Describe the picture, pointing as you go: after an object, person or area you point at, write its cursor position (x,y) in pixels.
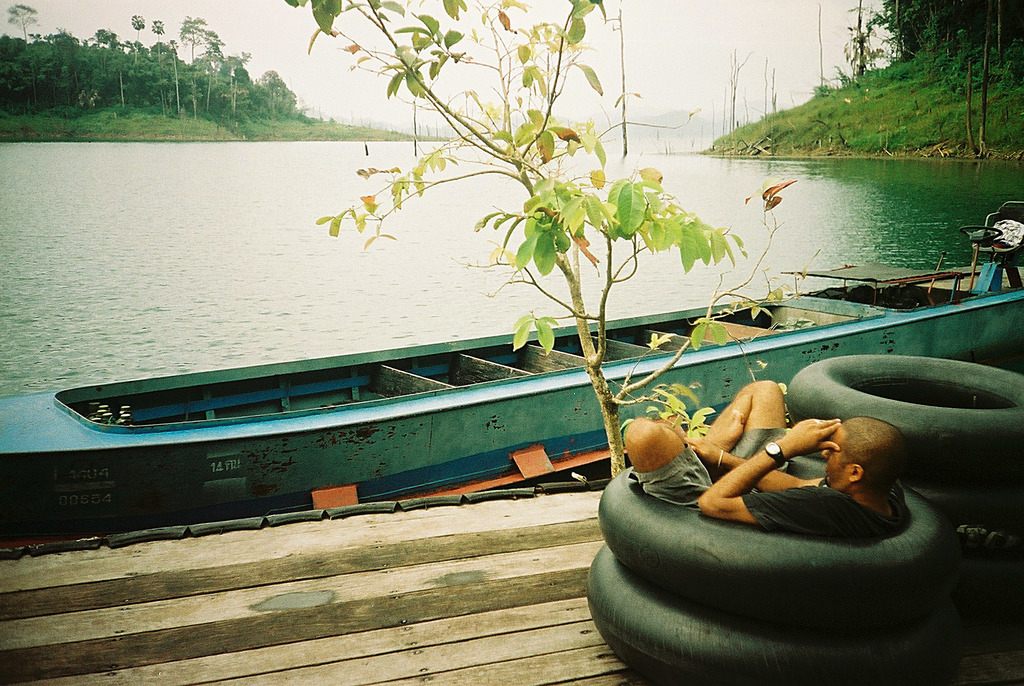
In this image I can see a tree (525,263), few black tubes (912,498) and a man (739,486). I can also see a boat (61,501) on the water (770,269). On the both sides of the image I can see number of trees (9,78), grass (1023,102) and in the background (715,27) I can see the sky (296,30).
